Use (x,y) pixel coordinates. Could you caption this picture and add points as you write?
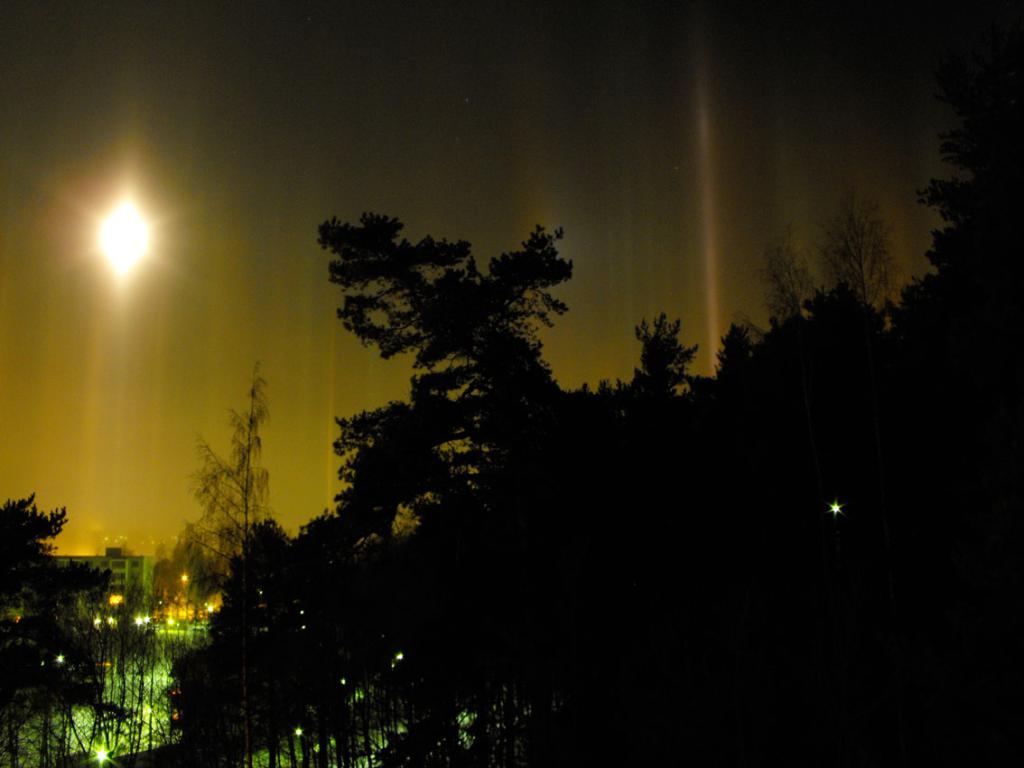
There are trees (634,546) in the right corner (756,525) and there is a building (143,584) and few lights (143,623) in the left corner (117,571).
